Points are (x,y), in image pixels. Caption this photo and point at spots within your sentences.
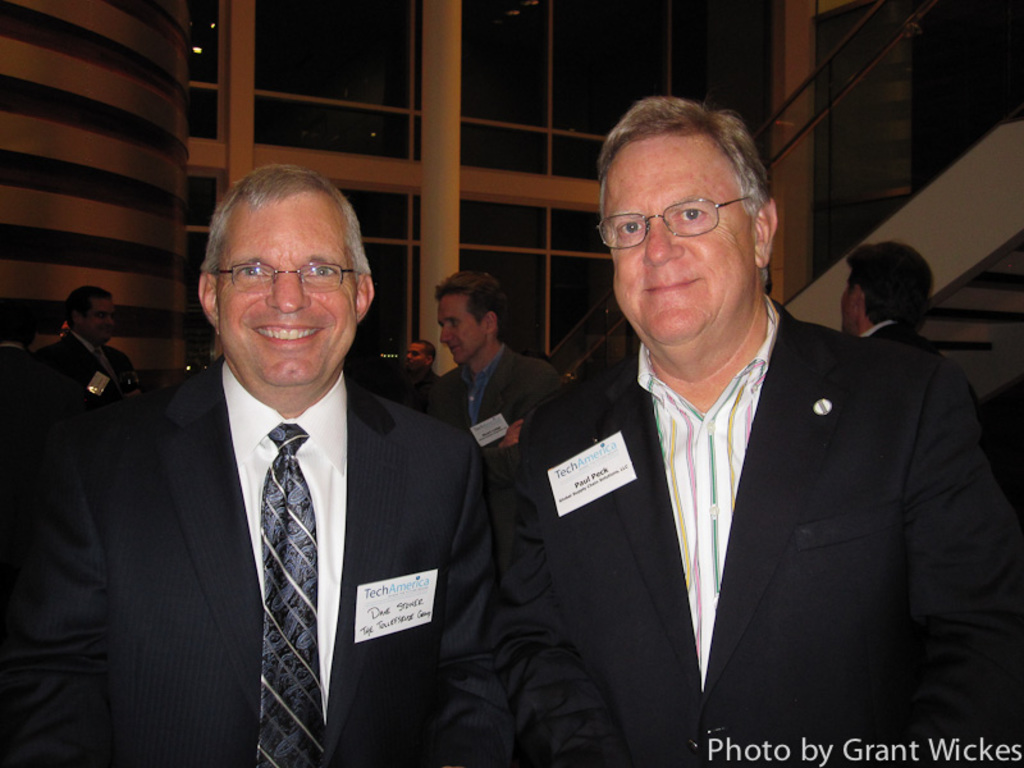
In this image there are two people (301,452) standing with a smile on their face (721,226), behind them there are a few other people (109,360), to the right of the image (855,216) there is a staircase (845,196) to the top of the building (805,206).
